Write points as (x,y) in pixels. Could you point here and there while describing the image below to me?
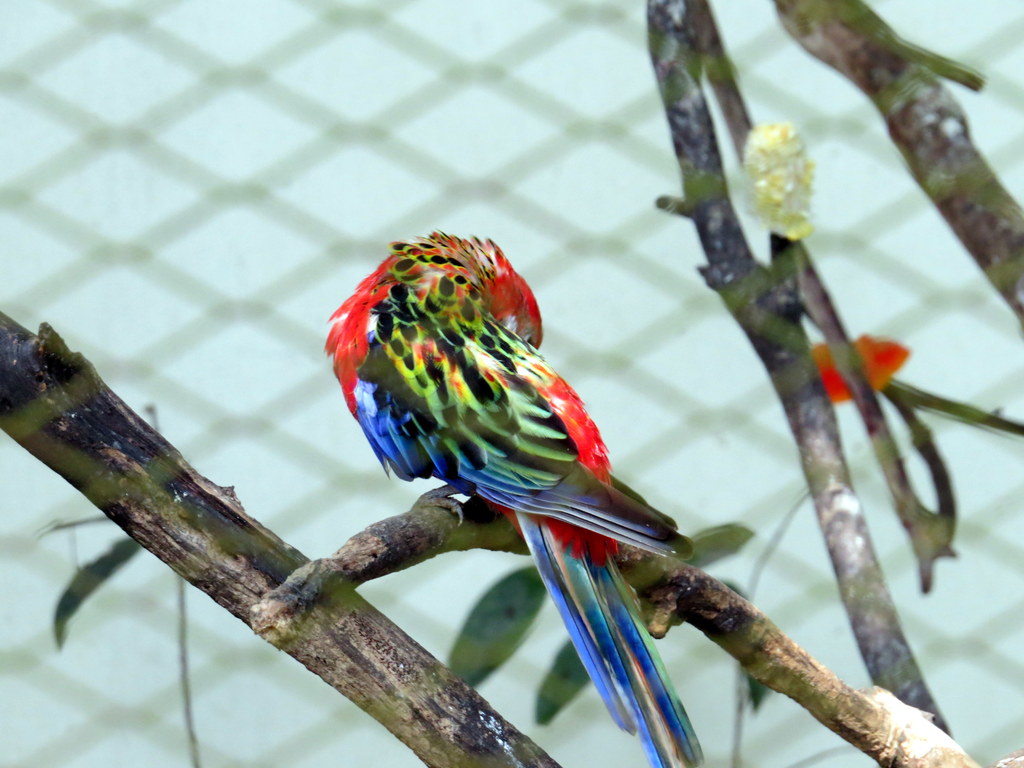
In the image there is a parrot (513,336) standing on branch (335,559) of a plant (851,506), in the back (274,490) there is net (630,257), the parrot (421,324) is of colorful.
